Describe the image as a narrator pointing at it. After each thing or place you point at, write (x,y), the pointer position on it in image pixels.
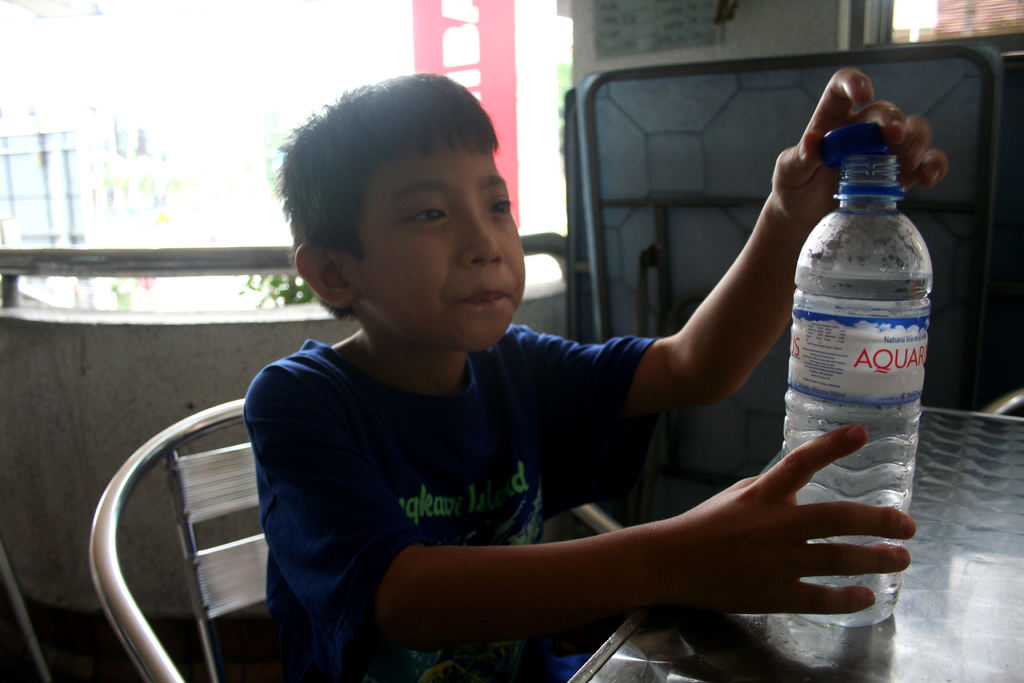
In this picture we can see a boy (283,496) sitting on the chair (232,475) in front of the table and holding a bottle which is on the table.
